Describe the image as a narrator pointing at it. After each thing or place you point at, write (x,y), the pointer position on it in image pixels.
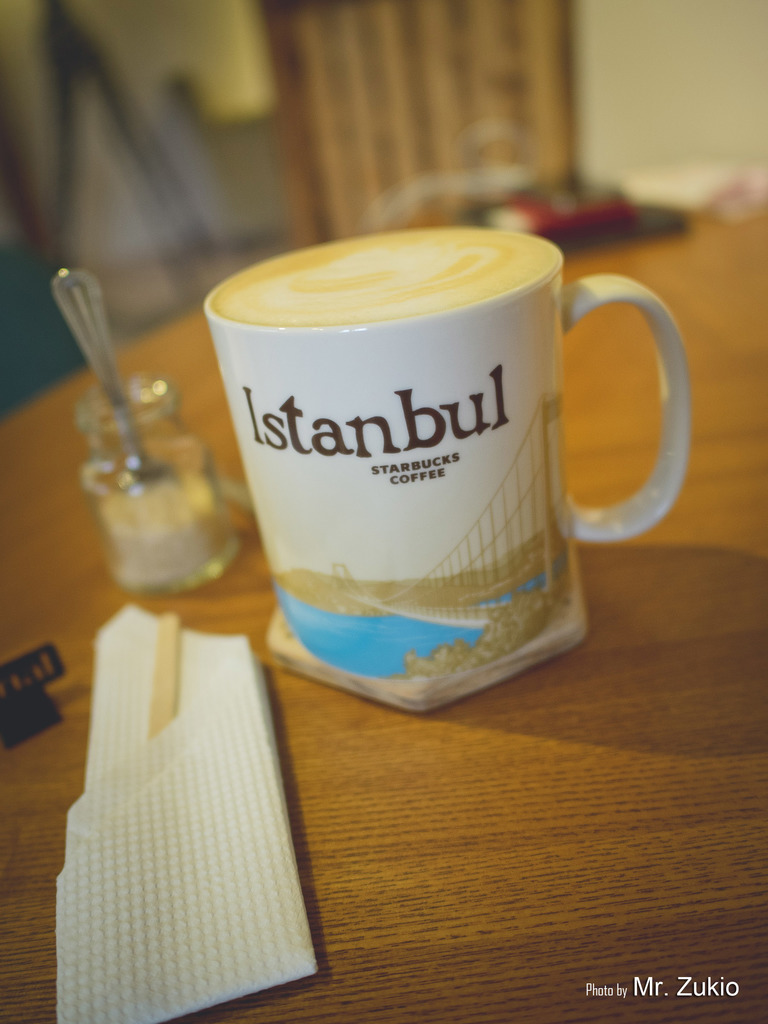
Here I can see a table (653,790) on which a tea cup (485,557), jar (123,567), spoon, tissue paper (215,826) and some other objects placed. The background (231,198) is blurred.
